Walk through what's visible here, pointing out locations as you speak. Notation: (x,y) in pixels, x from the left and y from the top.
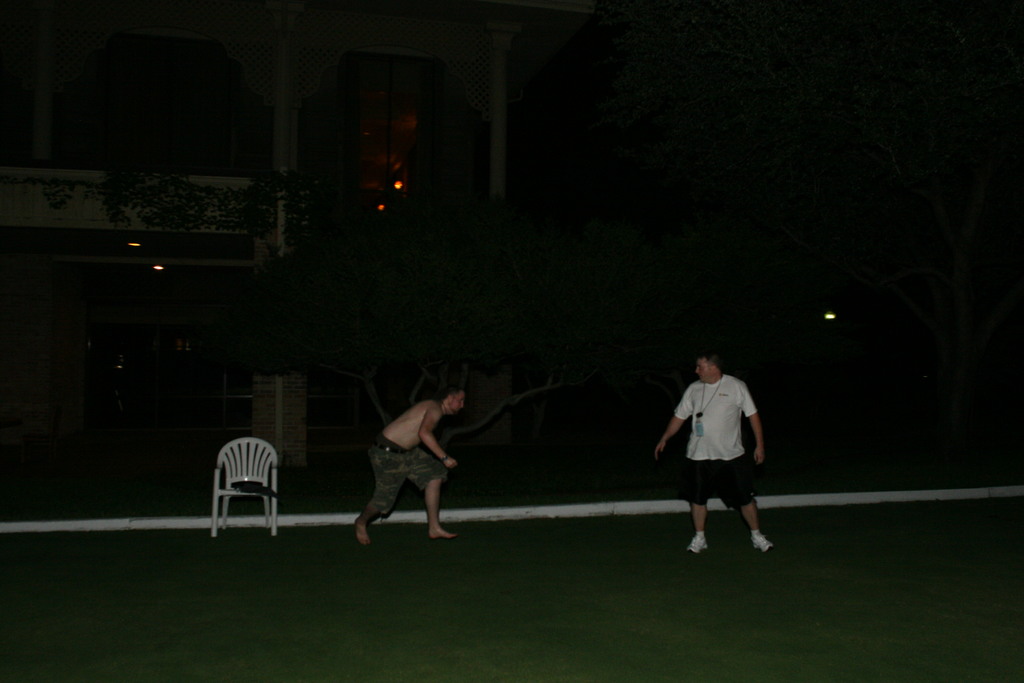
In this image we can see there are people (365,522) standing on the ground (382,524). And at the back (231,474) there is a chair (230,494), on that chair (266,511) it looks like an object (254,481). And there are trees (480,207), buildings (276,151) and lights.
